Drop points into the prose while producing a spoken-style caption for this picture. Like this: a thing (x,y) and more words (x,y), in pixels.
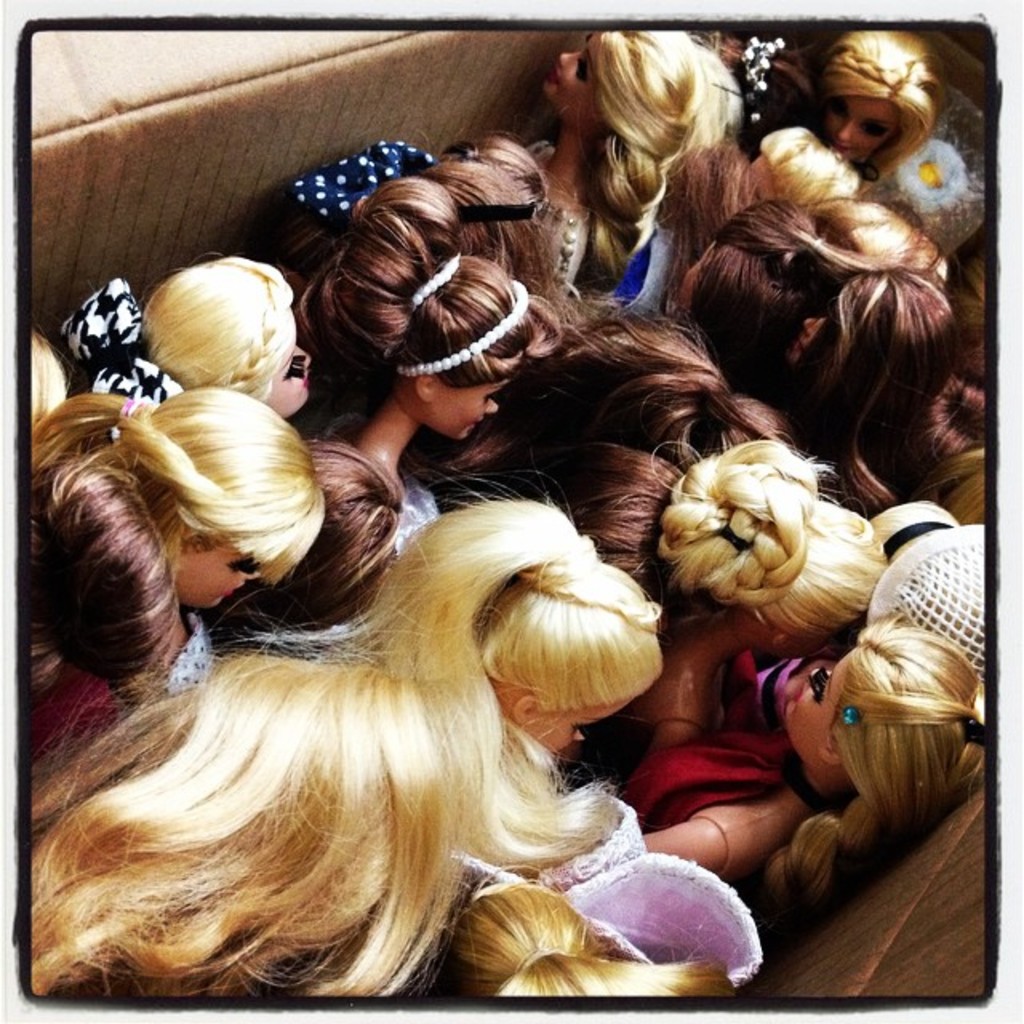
In the image we can see there are barbie dolls (558,663) kept in the box (107,204) and the barbie dolls (656,594) are wearing different types of hairstyle (534,295).
